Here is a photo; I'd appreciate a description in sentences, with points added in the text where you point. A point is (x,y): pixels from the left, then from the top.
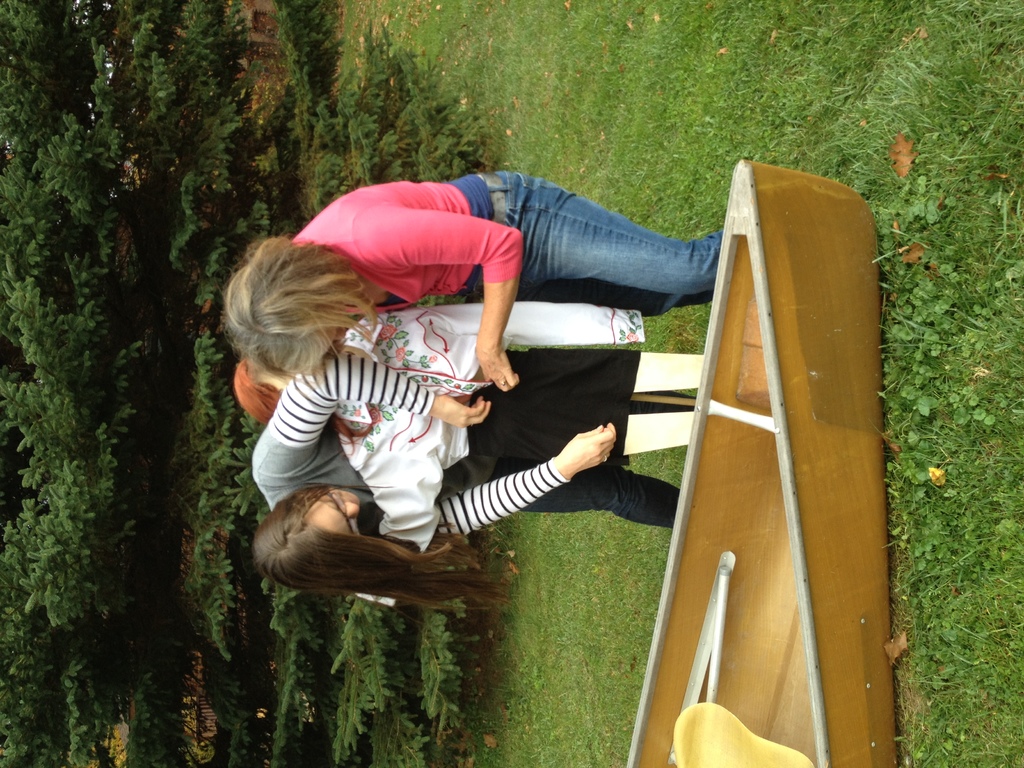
In this image we can see people (535,223). There is a boat (791,465) on the grass (594,755) which is truncated. On the left side of the image (140,596) we can see plants (347,670).
